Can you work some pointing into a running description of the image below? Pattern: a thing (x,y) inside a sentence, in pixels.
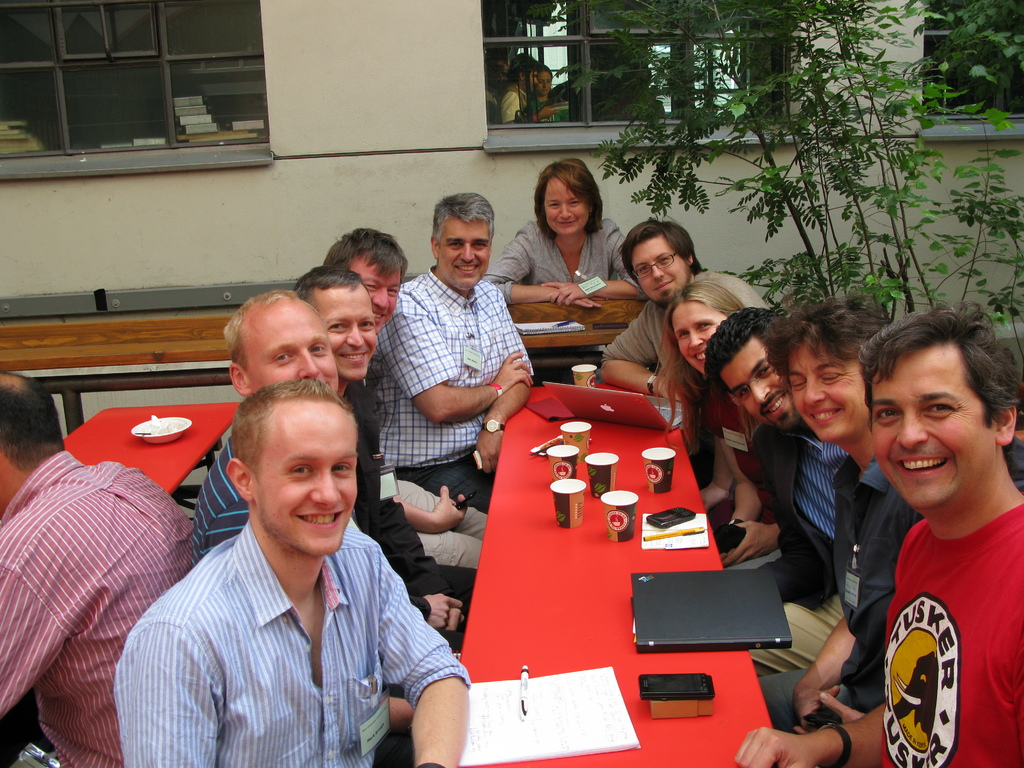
There are few people (394,315) sitting on the bench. This is a red table (535,593) with few glasses (564,500), mobile phone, papers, laptop (709,616) and file (692,611) placed on it. At background (385,148) I can see a building (399,96) with windows (536,77), and this is the tree (860,186).
